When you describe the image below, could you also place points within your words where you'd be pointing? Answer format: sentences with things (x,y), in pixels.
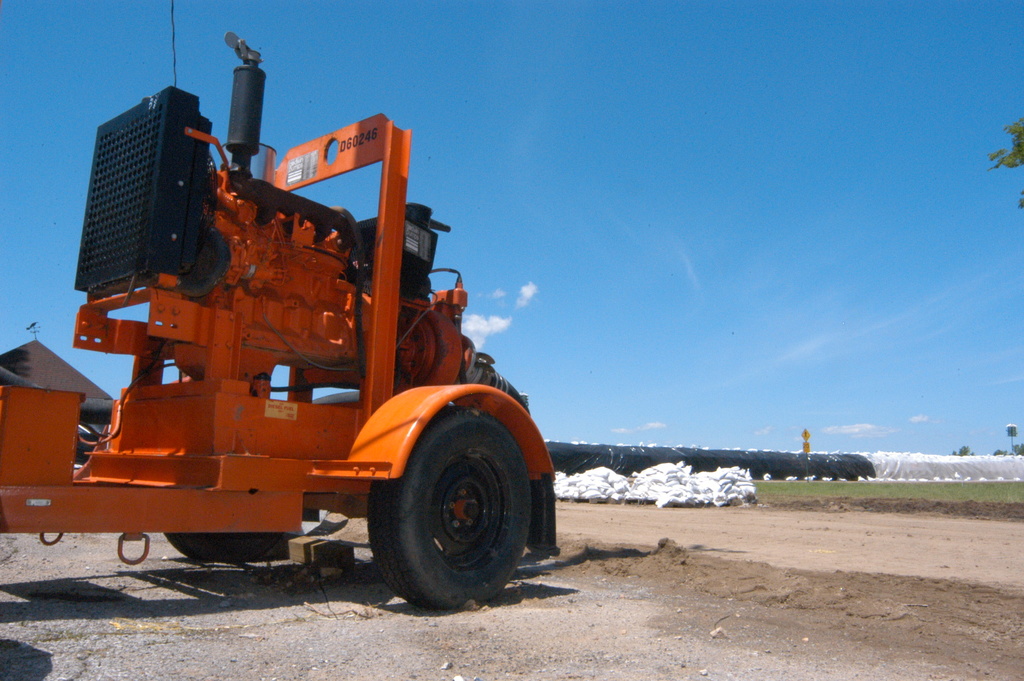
In this image there is a vehicle (242,490) on the road (241,594). In the background (724,491) there are sand bags (681,474) which are on the ground (694,509). At the top (711,186) there is the sky (713,216). There are some goods (895,453) which are covered with the covers (949,469). At the bottom (851,606) there is sand (796,631) on which there are stones (719,635).
